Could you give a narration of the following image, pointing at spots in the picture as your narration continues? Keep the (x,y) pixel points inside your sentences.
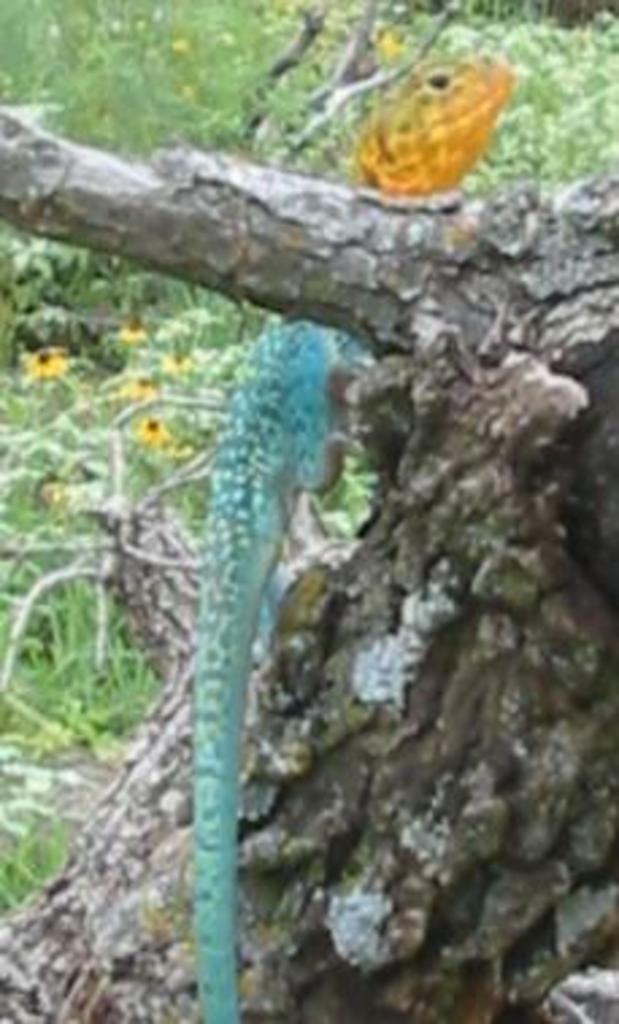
In this picture we can see a reptile (264,442) on a wooden object (137,248). Some grass (40,731) is visible on the ground (32,523). We can see a few flowers (129,343) and plants (397,69) are visible in the background (530,111).
